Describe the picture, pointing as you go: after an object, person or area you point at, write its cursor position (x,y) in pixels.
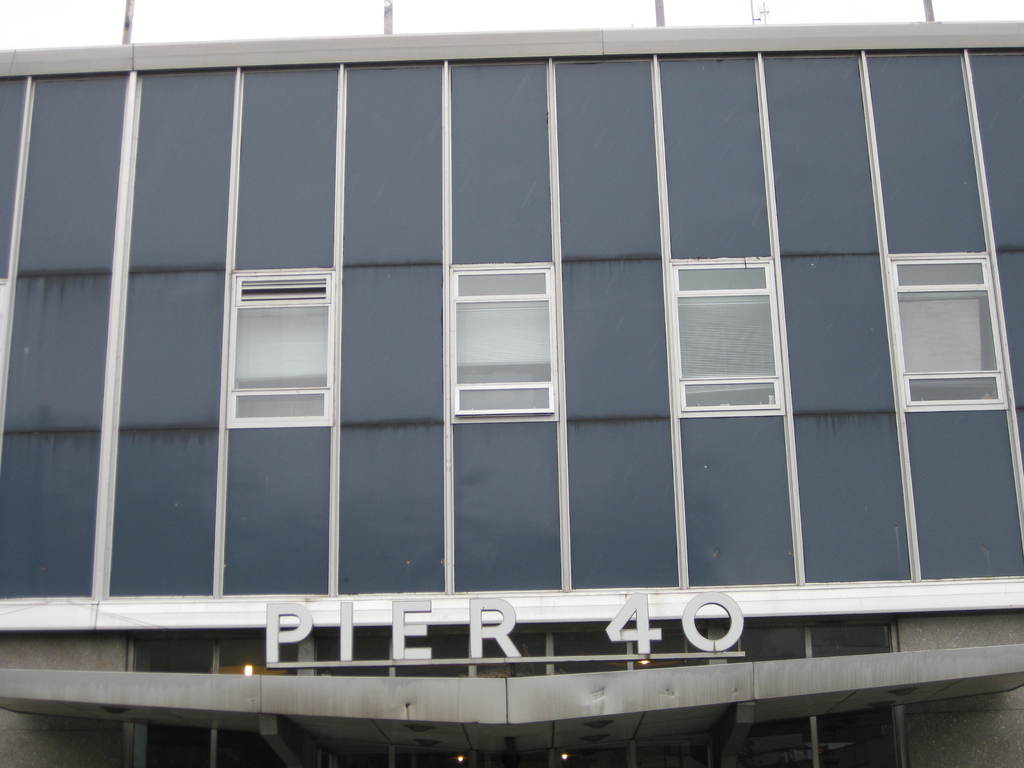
In this image I can see a building (300,461), windows (1002,403) and in the front (392,641) I can see something is written on the building (588,665). On the bottom side of this image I can see four lights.
